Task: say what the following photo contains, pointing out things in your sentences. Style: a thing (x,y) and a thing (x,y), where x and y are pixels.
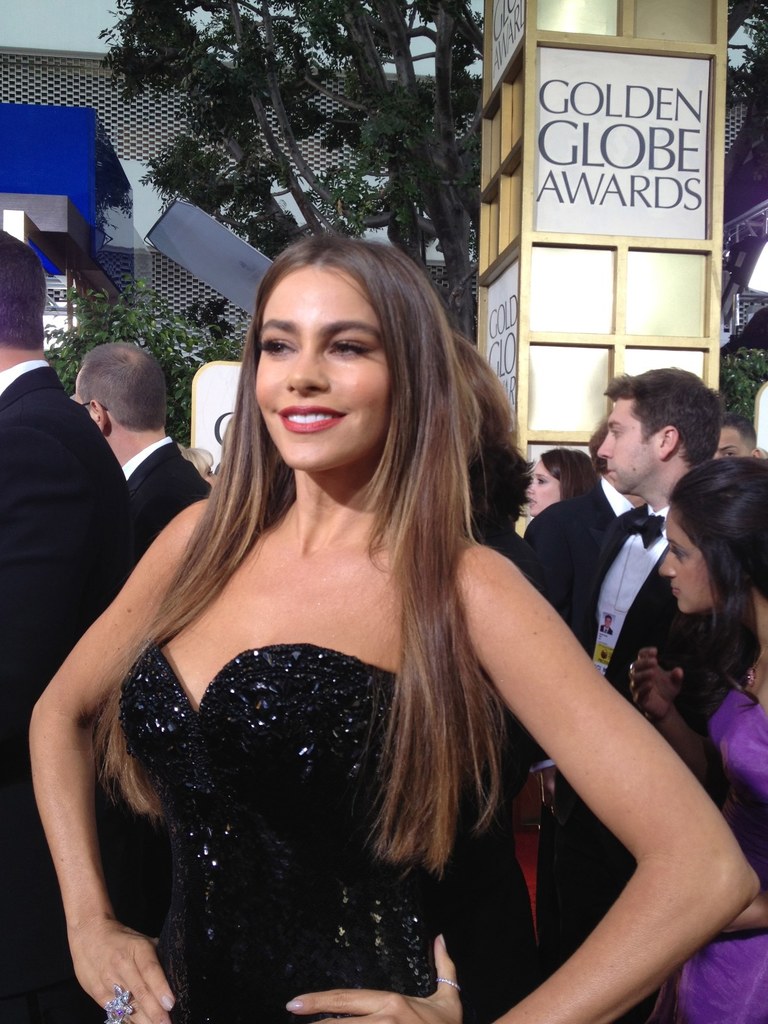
Here in the middle (333,388) we can see a woman (249,569) standing on the floor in a black colored dress (260,886), smiling and behind her also we can see number of people (649,513) standing over there and we can see a tree (395,167) and a pillar (485,98) present over there.
